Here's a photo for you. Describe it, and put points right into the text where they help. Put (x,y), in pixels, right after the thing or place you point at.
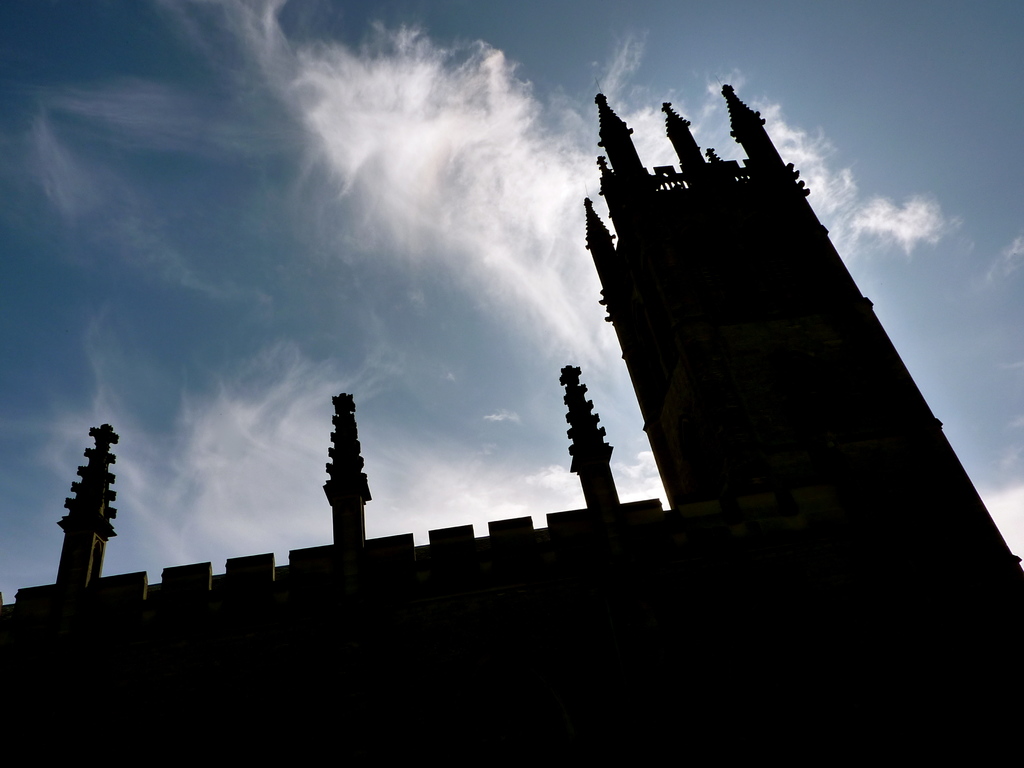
In this image in front (944,635) there is a building (713,598). In the background of the image (417,190) there is sky (316,161).
